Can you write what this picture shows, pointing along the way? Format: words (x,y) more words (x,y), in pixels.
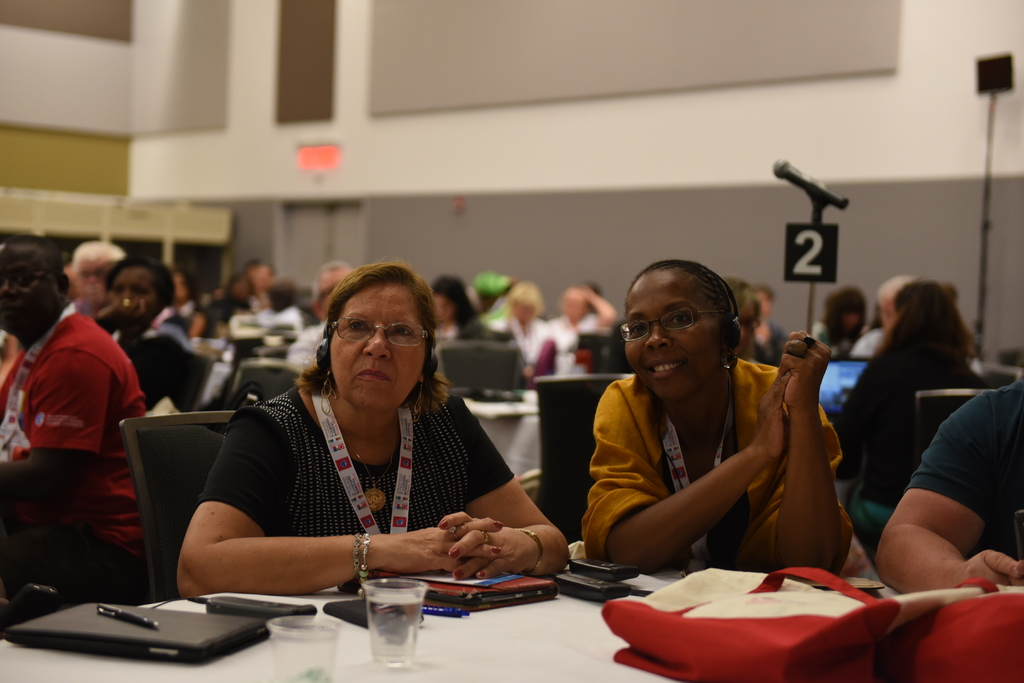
In the picture we can see two women (606,476) are sitting on the chairs (176,482) near the table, on the table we can see some glasses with water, note pad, mobile phones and pen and women (634,489) are in white color tags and beside them we can see a person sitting and behind them we can see a microphone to the stand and behind it we can see many people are sitting near the tables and in the background (358,32) we can see a wall (773,260) with exit door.
